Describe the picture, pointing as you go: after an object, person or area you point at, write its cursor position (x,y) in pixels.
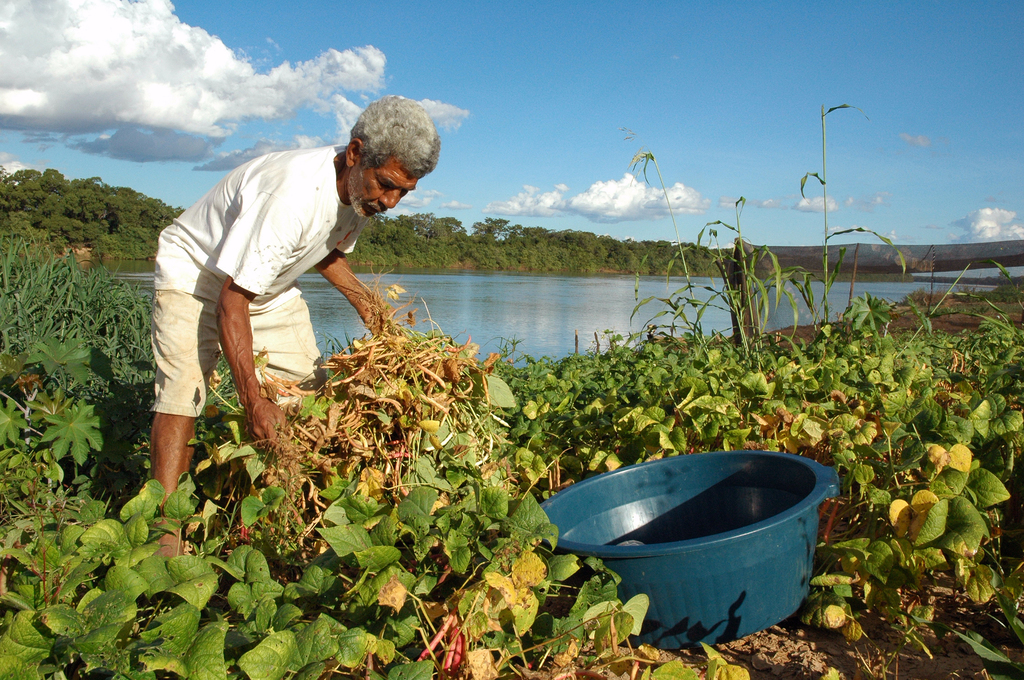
This image consists of a man (360,294) wearing white dress (347,240). At the bottom (334,553), there are plants (446,501). On the right (715,571), we can see a tub (751,581). In the middle (483,299), there is water (505,291). In the background (608,255), there are trees (456,255). At the top (545,51), there are clouds (132,66) in the sky (999,83).
